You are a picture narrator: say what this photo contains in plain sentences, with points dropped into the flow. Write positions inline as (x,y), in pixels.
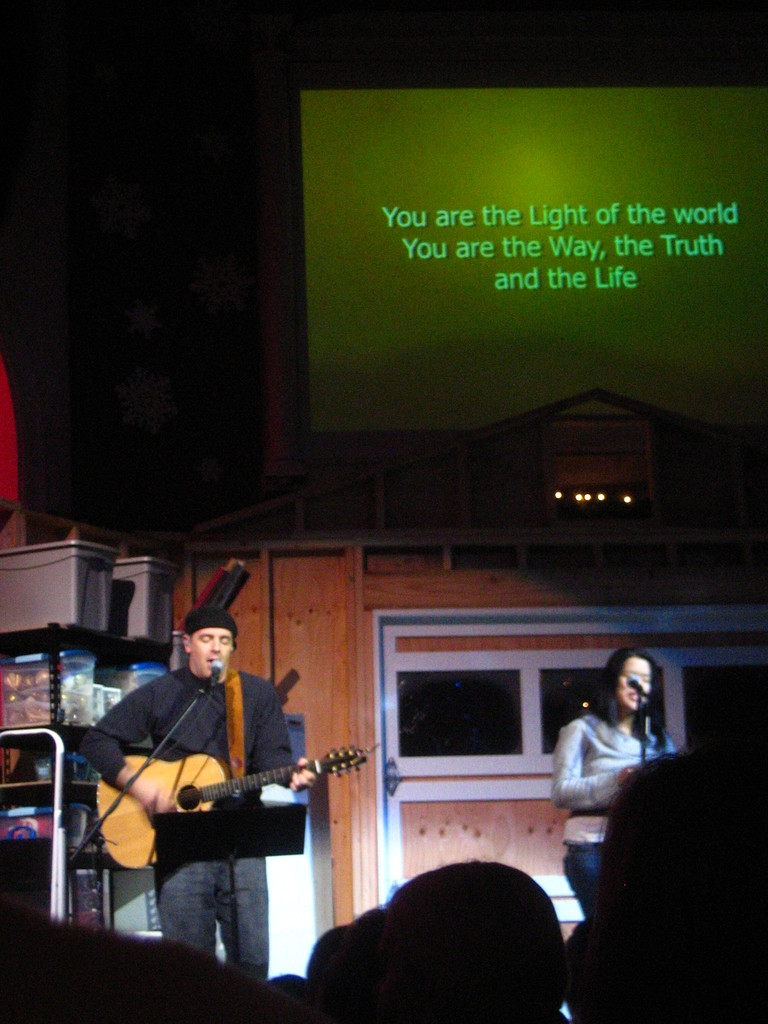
In this picture we can see a person (189,683) holding a guitar (144,815) and singing song on a mic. A woman (613,756) is standing on the stage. We can see few boxes (0,667) in the rack (48,737). There is a screen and a few lights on top (498,161). We can see some people (13,952) from left to right.
